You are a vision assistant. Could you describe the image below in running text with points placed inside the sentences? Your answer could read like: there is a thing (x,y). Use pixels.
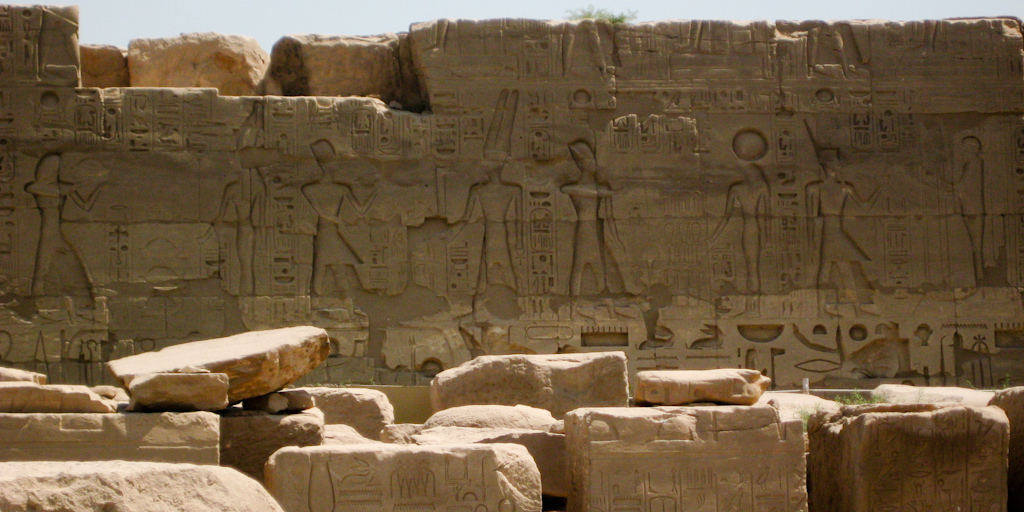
In this image we can see sculptures (315,212) on the walls (448,176) and rocks (261,364). In the background (183,17) we can see sky (410,17).
